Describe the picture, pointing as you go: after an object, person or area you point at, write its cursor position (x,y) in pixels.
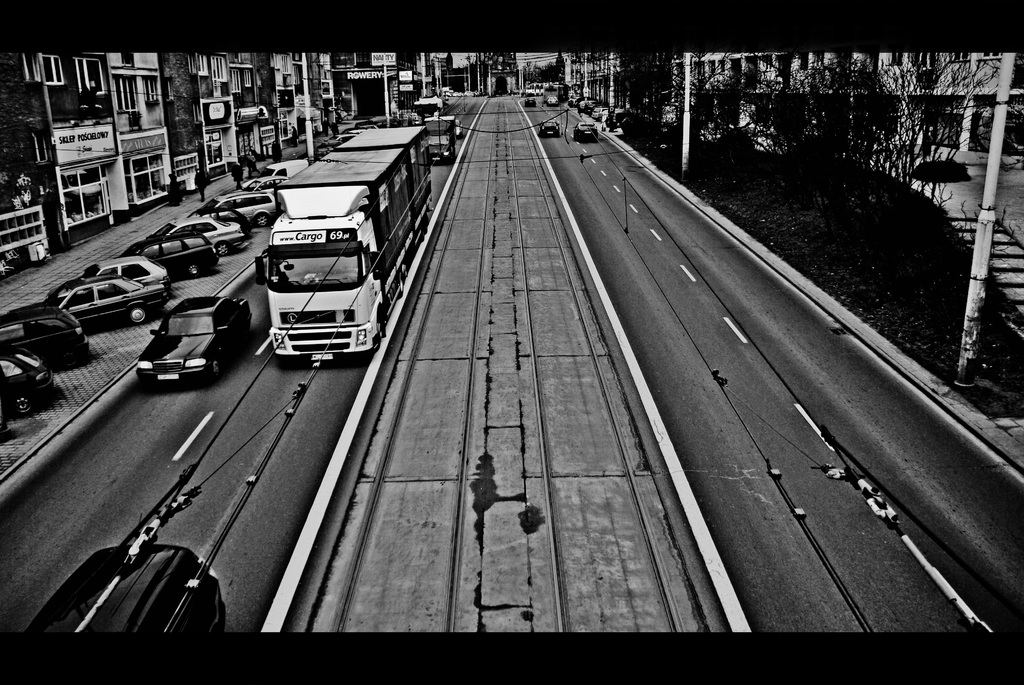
In the given picture there is a road (233,378), which is a two lane road (287,363), divided by a road divider (516,432). There is a truck (339,265) on the left side lane (305,368). There are some cars (181,344) here. On the one of the side there are some cars (134,293) parked. On the right side (707,120) there are some plants (667,107) and trees (757,104) located In the left side (147,140) there are some buildings (149,132).
